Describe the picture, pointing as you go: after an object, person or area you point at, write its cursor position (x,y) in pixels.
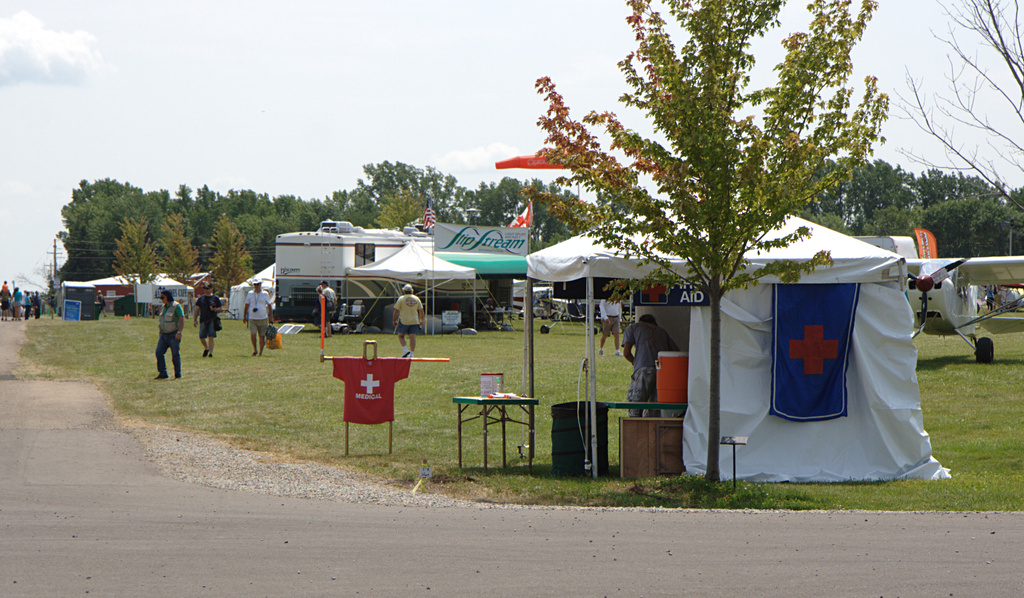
In this picture we can see the road (453,510), tents (472,271), trees (977,203), tables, banners (450,247), vehicles (293,295), some objects (359,403) and a group of people (401,329) where some are standing and some are walking on the grass (128,341) and in the background (123,130) we can see the sky (337,9).
